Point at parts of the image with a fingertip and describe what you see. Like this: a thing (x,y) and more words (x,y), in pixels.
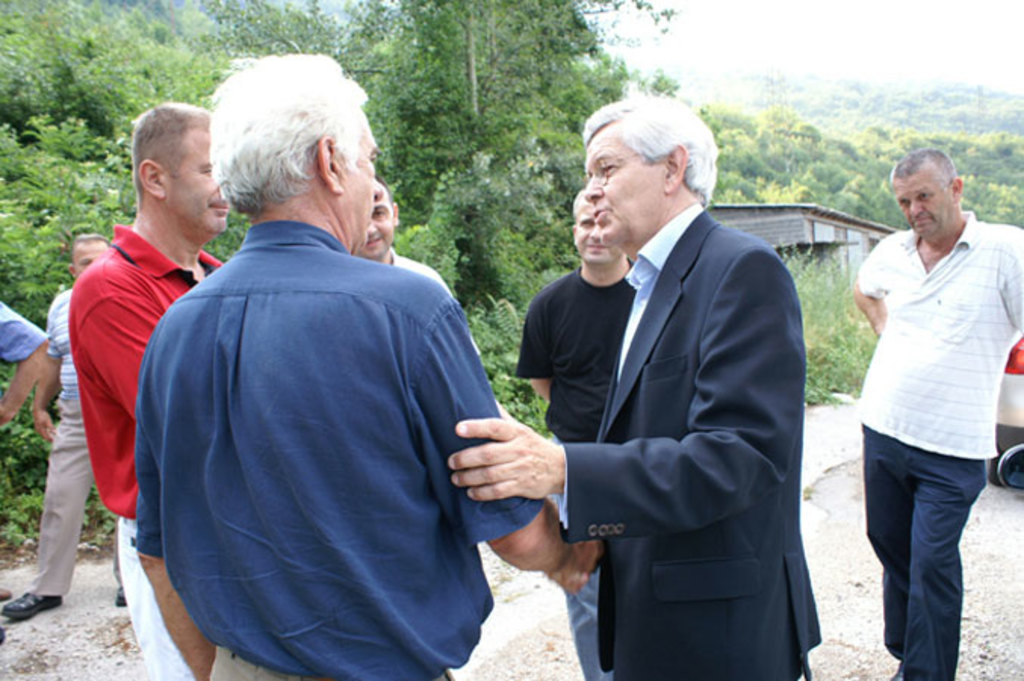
In this image there are two men (515,499) who are shaking their hands (499,452) with each other. Beside them there are few other men (107,380) standing on the floor (94,623). In the background (384,35) there are trees (453,56). On the right side (1019,383) there is a car (1021,476) on the road (1008,547). In the background (811,224) there is a small house (796,230).
